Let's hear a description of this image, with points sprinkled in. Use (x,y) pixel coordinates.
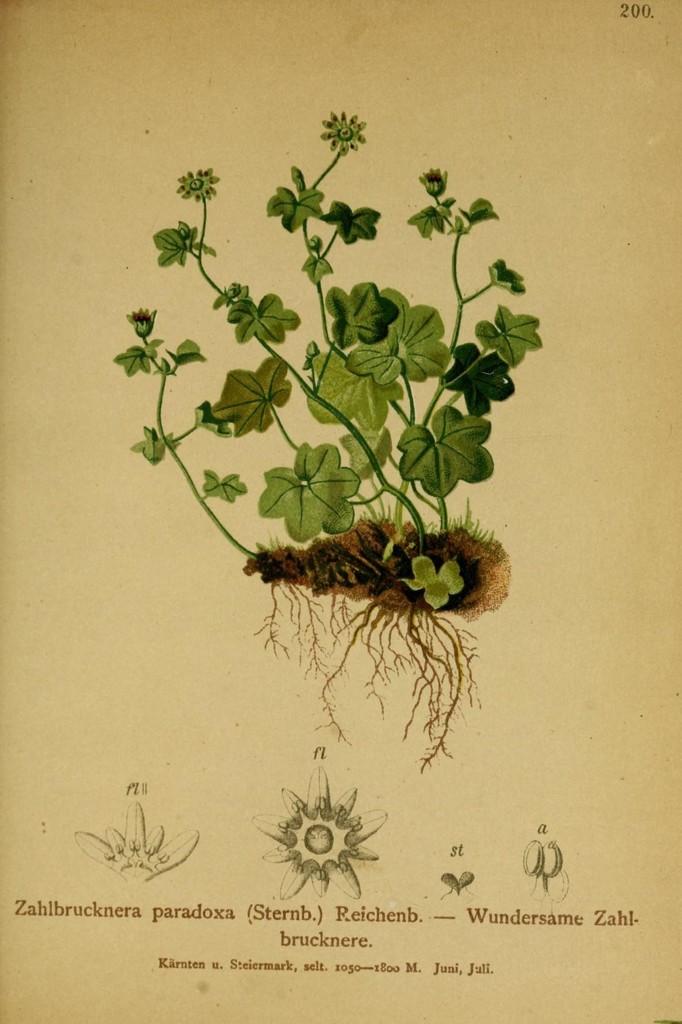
On this paper (486,538) we can see a picture (420,595) of plant (426,581) and roots (354,637). Something written on this paper (232,926). Bottom of the image (552,858) we can see some drawings (361,852).
